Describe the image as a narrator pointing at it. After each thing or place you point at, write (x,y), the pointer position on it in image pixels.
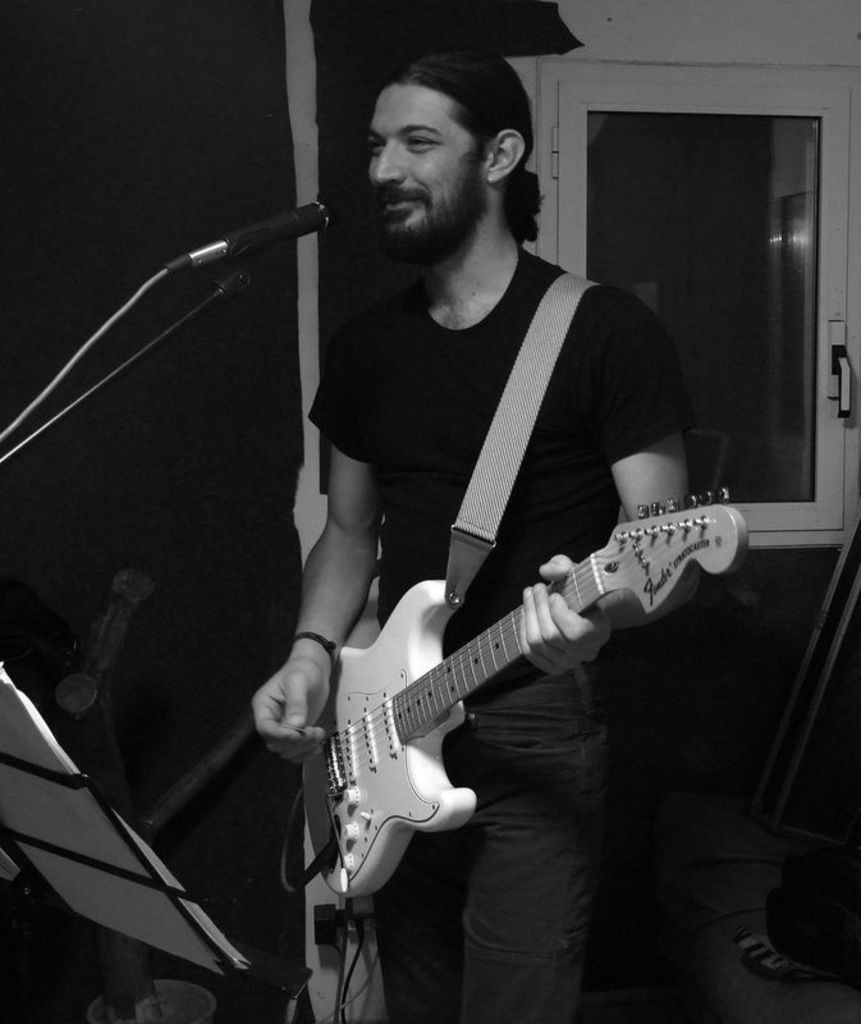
In this image i can see a person (450,355) wearing black t shirt (507,529) and pant (542,834) standing and holding a guitar (421,818) in his hand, i can see a microphone (302,218) in front of him. In the background (217,320) i can see the wall (268,296) and the window (722,339).
